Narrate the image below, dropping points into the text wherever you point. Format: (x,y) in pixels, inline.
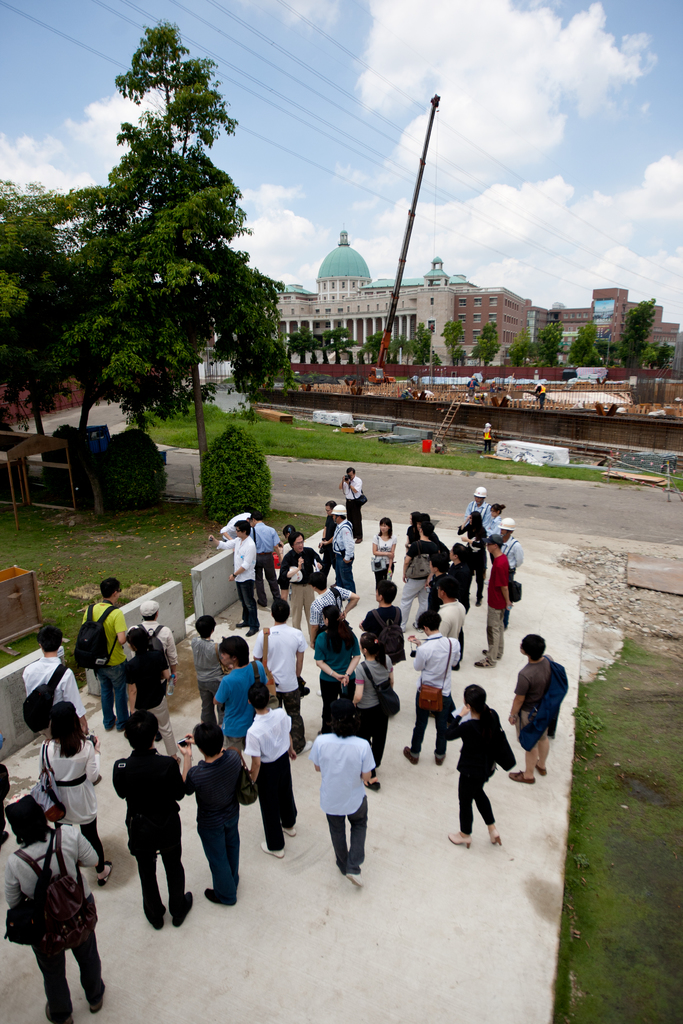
This picture is clicked outside. In the foreground (417,808) we can see the group of people (235,801) seems to be walking on the ground (193,714). On the left (67,544) we can see the green grass (73,537), plants (149,447) and trees (205,257). In the background (611,119) there is a sky (625,170) with the clouds (486,206) and we can see the cables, pole (388,316), buildings (430,305), dome (344,263), trees (371,337) and many other objects (534,402).
